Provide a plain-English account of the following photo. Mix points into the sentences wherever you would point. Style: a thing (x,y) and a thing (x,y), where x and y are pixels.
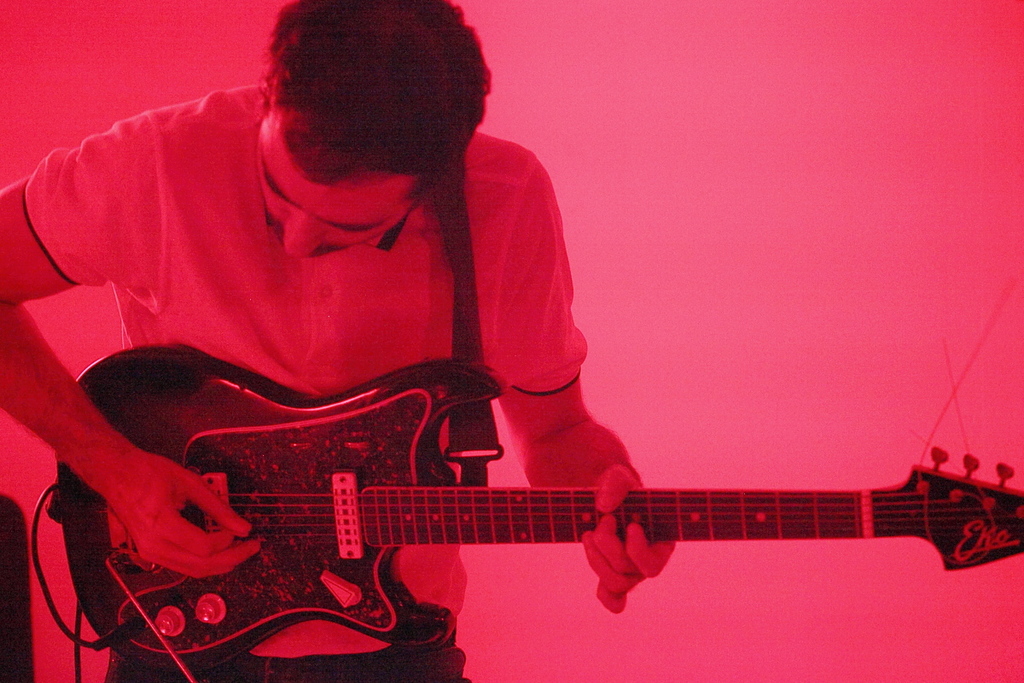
A man (444,328) is standing and playing guitar (652,537), this is cable (109,634).
